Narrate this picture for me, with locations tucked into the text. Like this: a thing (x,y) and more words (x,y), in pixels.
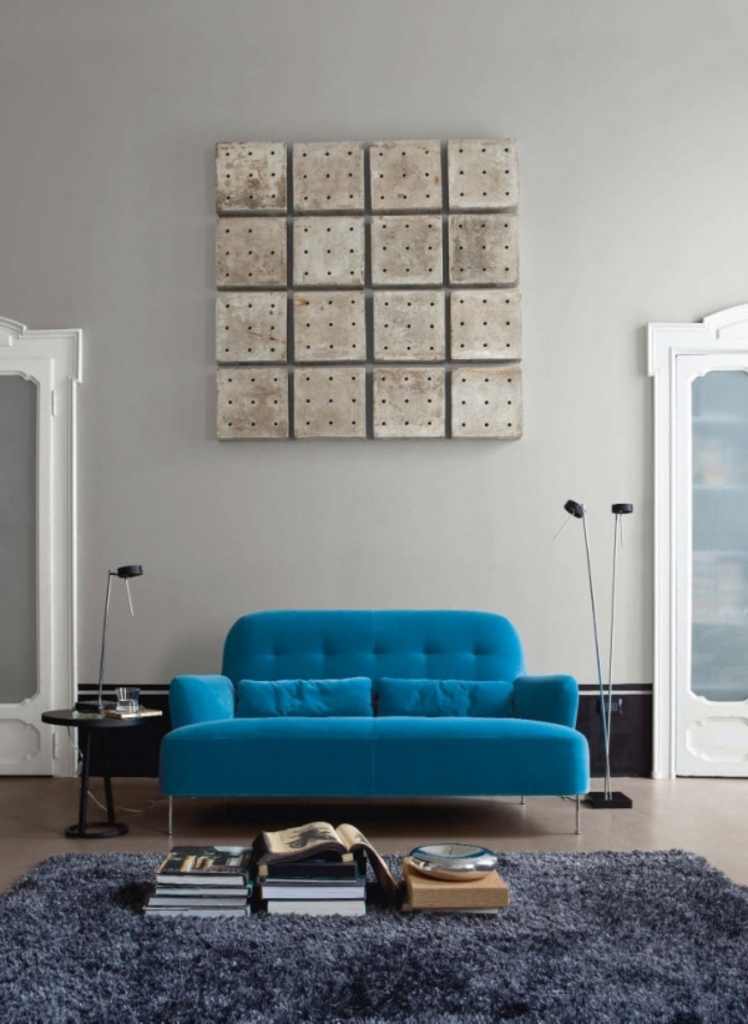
this is an indoor picture. here we can see a sofa (346,645) which is blue in colour. This is a floor mat (335,997). Here we can see few books (271,874). These are the cupboards (692,582) in between the sofa (354,733). On the background (368,55) we can see a wall (294,53) and this is a dice show piece (432,299) over the wall (536,317).
